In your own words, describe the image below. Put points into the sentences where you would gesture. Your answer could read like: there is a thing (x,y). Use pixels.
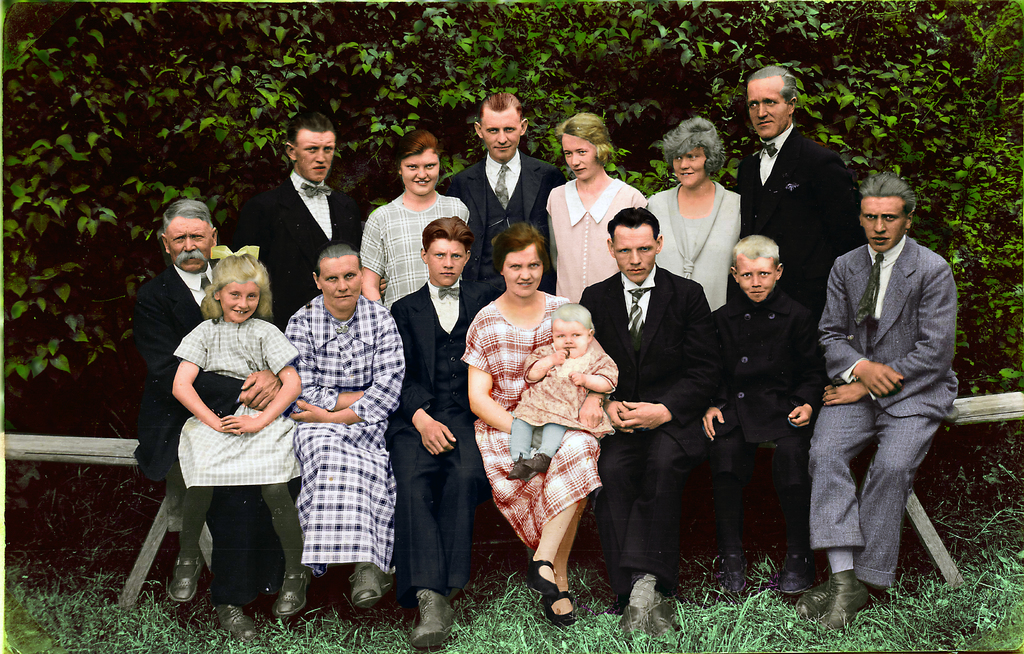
I think this is a photo. There are few people (569,340) sitting on the bench (116,447) and few people (537,183) standing. This is the grass (465,626). These are the trees (372,63) with branches (979,177) and leaves (973,211).
